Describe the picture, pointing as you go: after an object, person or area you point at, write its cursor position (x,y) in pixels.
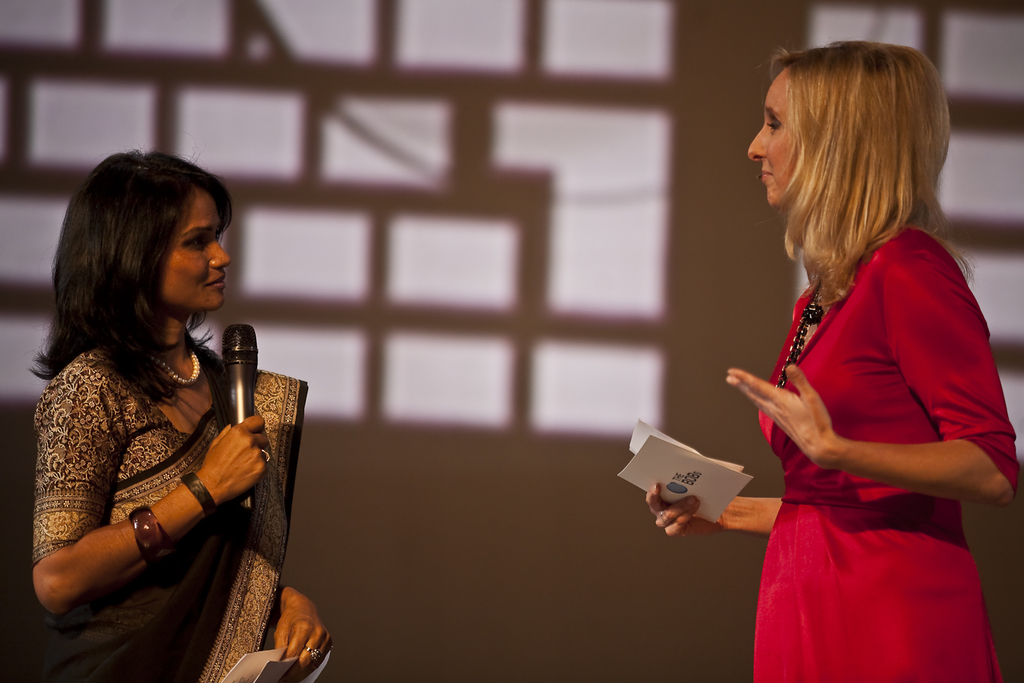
In this picture there are two women (768,433), a woman (158,538) in the left side (164,523), she is wearing a black saree (173,585) and holding a mike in one hand (222,488) and papers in another hand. Towards the right (804,414) there is another woman (898,645), she is wearing a red dress (823,355) and holding papers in one hand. In the background (540,172) there is a wall (460,129).
